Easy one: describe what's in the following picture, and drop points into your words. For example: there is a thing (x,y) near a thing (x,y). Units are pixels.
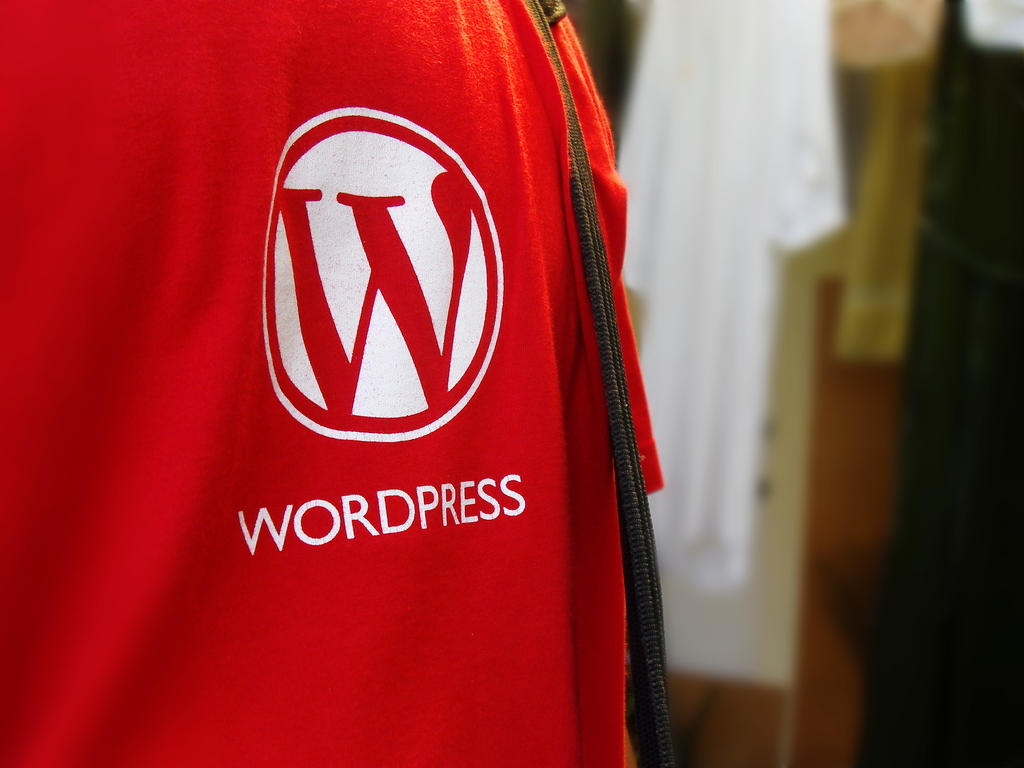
In the image I can see a red and white colored cloth (271,395). I can see the blurry background (783,107) in which I can see a white colored cloth (743,310) and few other objects (869,422).
